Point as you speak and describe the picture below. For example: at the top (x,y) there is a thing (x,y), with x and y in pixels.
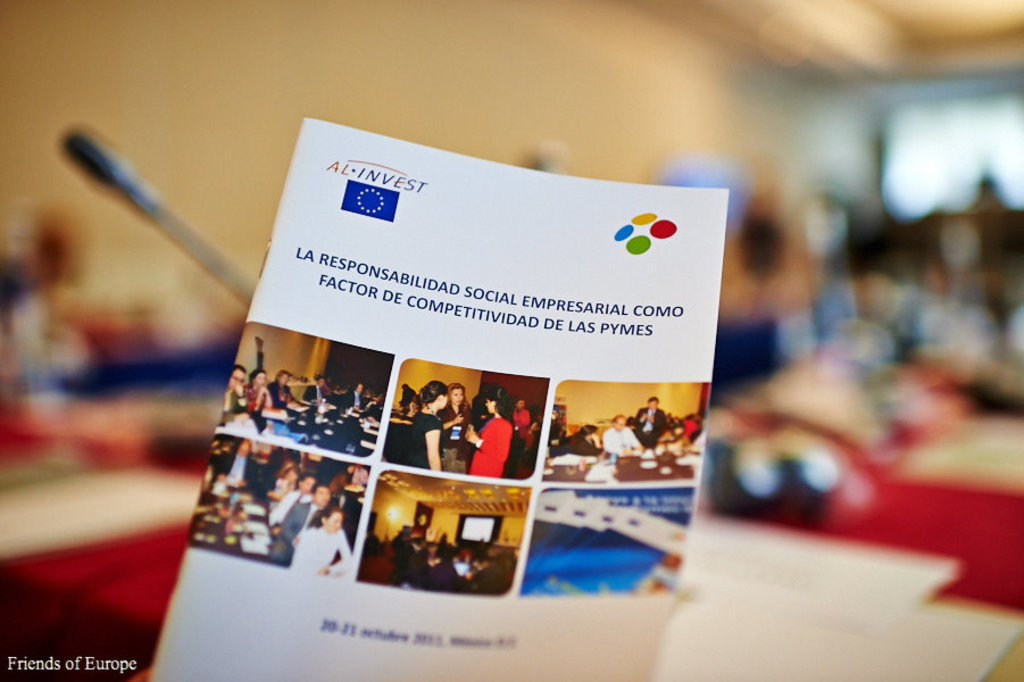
There is a book (399,383) with photos (410,453) and something is written on that. In the background (222,218) it is blurred. On the left corner (53,665) there is a watermark (109,672).
